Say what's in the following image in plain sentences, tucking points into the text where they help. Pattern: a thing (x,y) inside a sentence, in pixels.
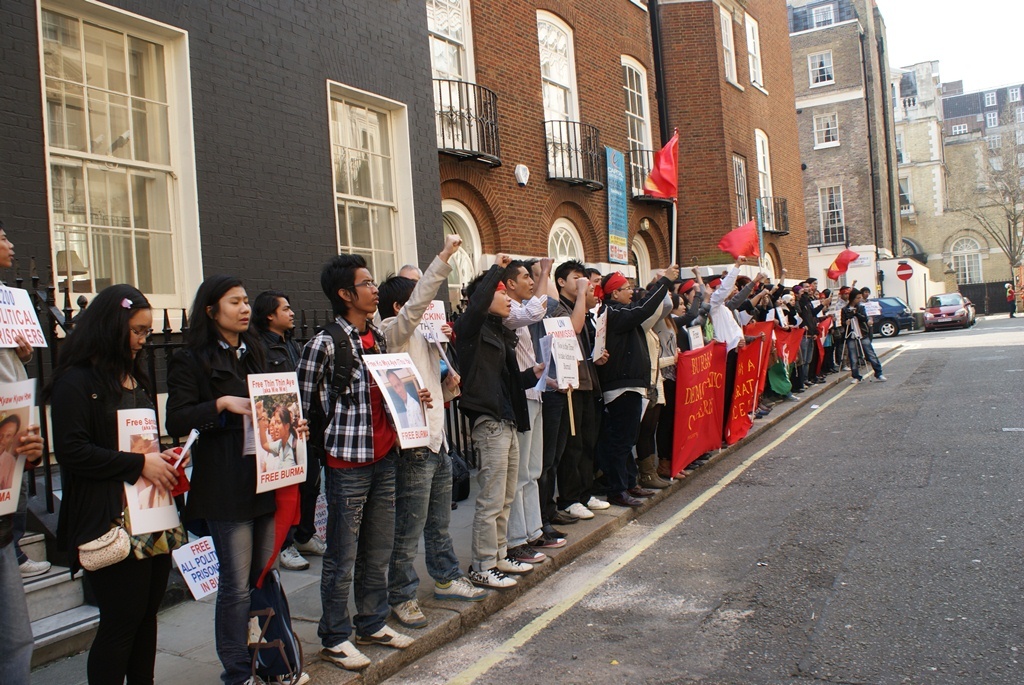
This picture might be taken from a city street (981,398) and it is sunny. In this image, on the left side (68,408), we can see group of people (625,355) standing on the foot path (436,641) and they are also holding posters (691,364) and flags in their hands (677,359), we can also see buildings (358,144), glass window (358,236), doors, hoardings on the left side (320,139). In the background (907,316), we can also see cars (896,317) which are placed on the road (1001,394), we can also see a building (921,169) in the background (988,200). On the top (949,40), we can see a sky (947,60), at the bottom (885,558) there is a road (832,486) and a footpath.
